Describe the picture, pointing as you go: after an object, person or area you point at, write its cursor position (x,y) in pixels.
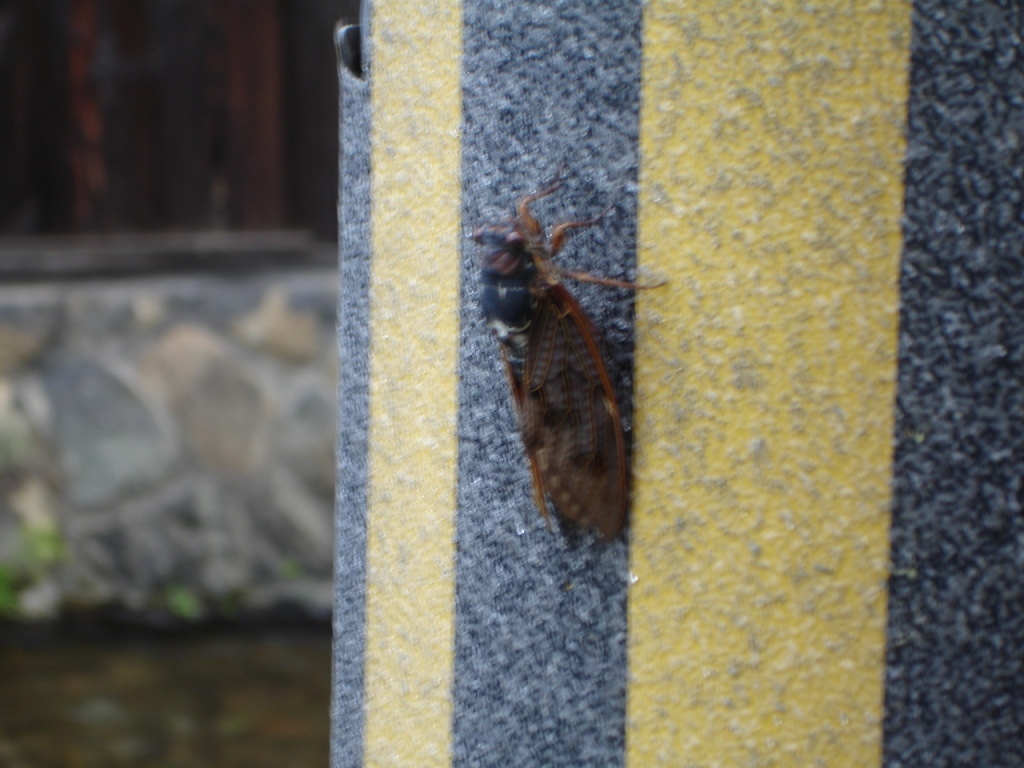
In this image we can see an insect (560,370) on the wall (596,76) and a blurry background (132,563).
